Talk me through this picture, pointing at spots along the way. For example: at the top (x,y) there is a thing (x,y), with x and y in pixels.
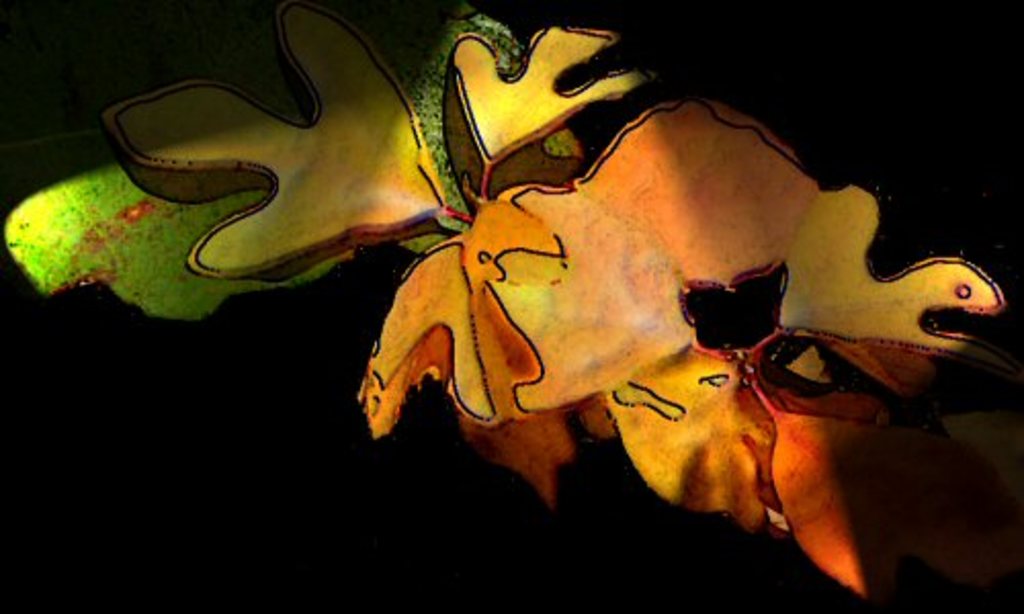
There is an art painting (756,317) in this picture.
